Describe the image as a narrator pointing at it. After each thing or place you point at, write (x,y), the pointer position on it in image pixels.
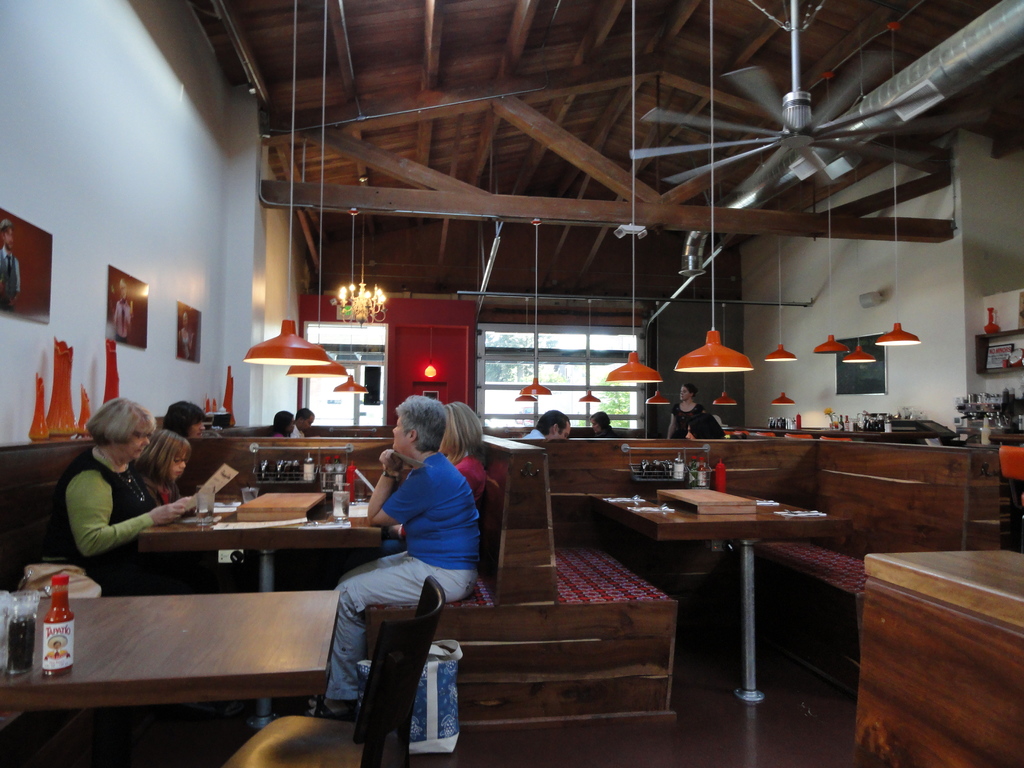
People (388,511) are sitting at a table (260,496) in a restaurant (309,520). There are four people (410,496) at a table (315,507). Lights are hanging from the roof (590,213). There are photo frames (14,293) on the wall (160,302). A fan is hanging from the roof (715,221).
